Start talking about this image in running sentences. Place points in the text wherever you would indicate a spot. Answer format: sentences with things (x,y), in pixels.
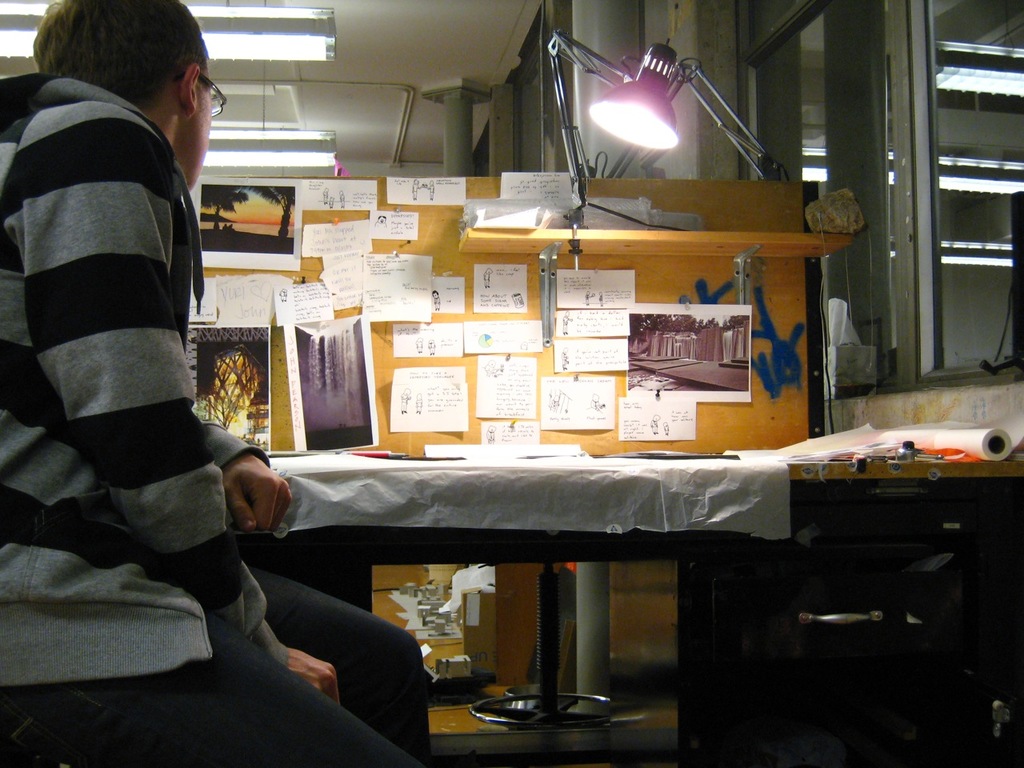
In the left side of the image (308,754) there is a person (121,712) sitting. He is wearing a jacket (133,195). In the center of the image (662,466) there is a table (338,544) with some objects (690,485) on it. In the background of the image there is a table lamp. At the right side of the image (968,361) there is a window (979,97). At the top of the image (445,14) there is a roof (342,53).
